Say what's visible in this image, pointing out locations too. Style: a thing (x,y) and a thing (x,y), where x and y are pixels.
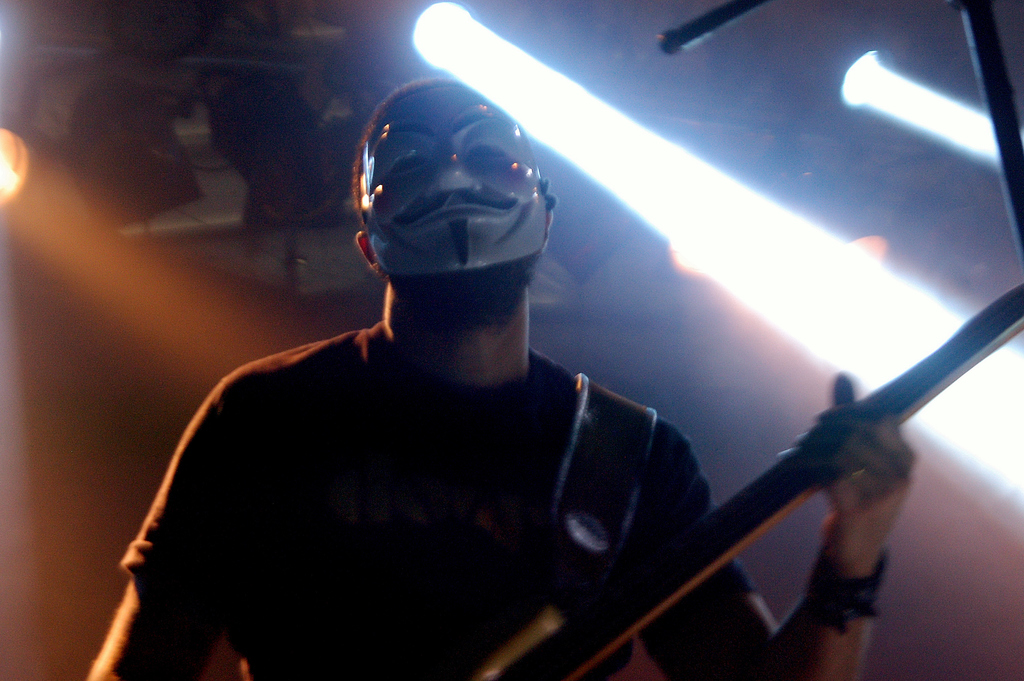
In this image I can see a person (525,380) playing a musical instrument (632,597). He is wearing a mask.
